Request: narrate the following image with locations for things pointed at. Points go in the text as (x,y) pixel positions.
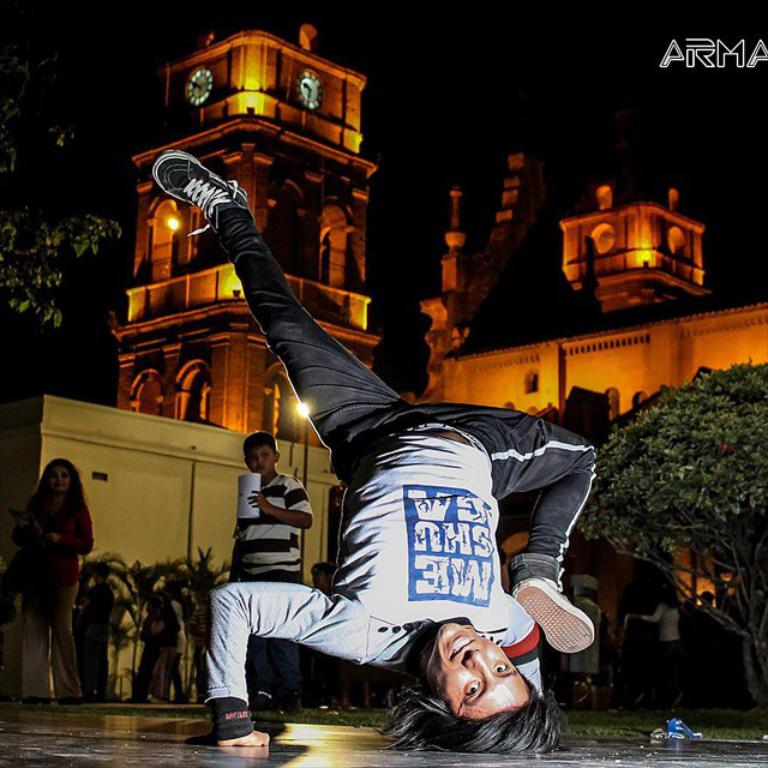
Here we can see a man (369,445) in reverse position as his head (518,735) is on the floor (271,743) and in the background (272,533) there are few persons (281,559) standing and a woman (58,609) and a boy (290,527) are holding objects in their hands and we can see plants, trees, building (160,511), clocks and lights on the wall (87,494).
